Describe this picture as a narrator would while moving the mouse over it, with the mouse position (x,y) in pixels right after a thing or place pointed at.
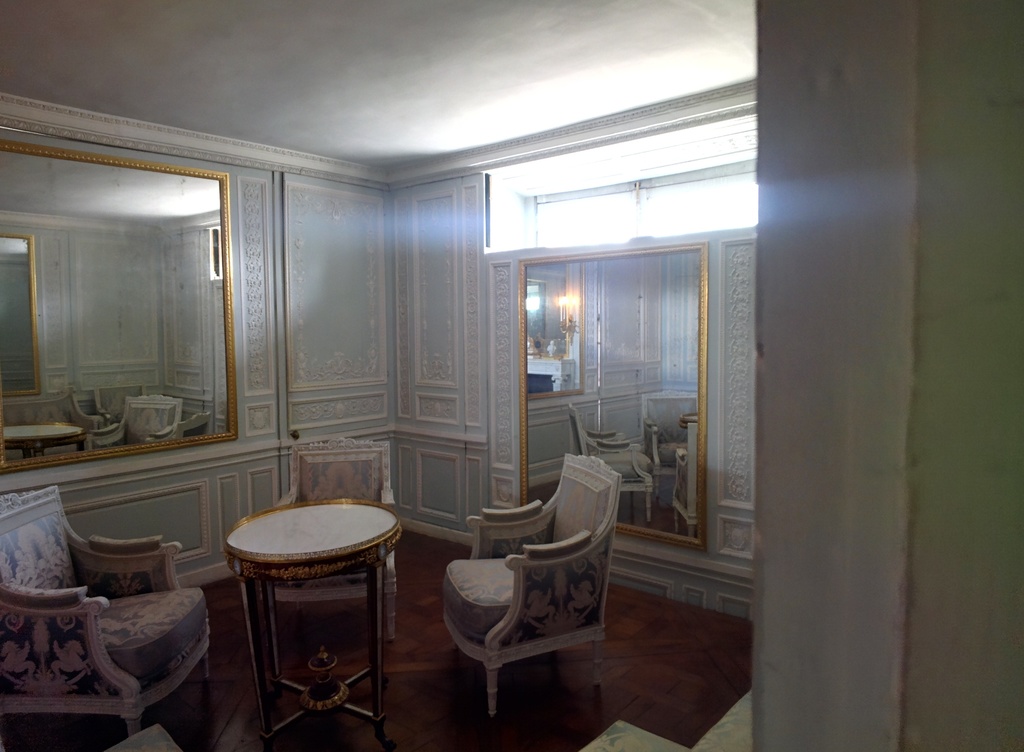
In this image I can see inside view of a room (434,623) where on the right side (741,188) I can see a light (565,187) and in the centre (368,453) I can see few chairs (308,498) and a table (364,525). In the background (556,427) I can see few mirrors (11,343) on the walls (472,380).
